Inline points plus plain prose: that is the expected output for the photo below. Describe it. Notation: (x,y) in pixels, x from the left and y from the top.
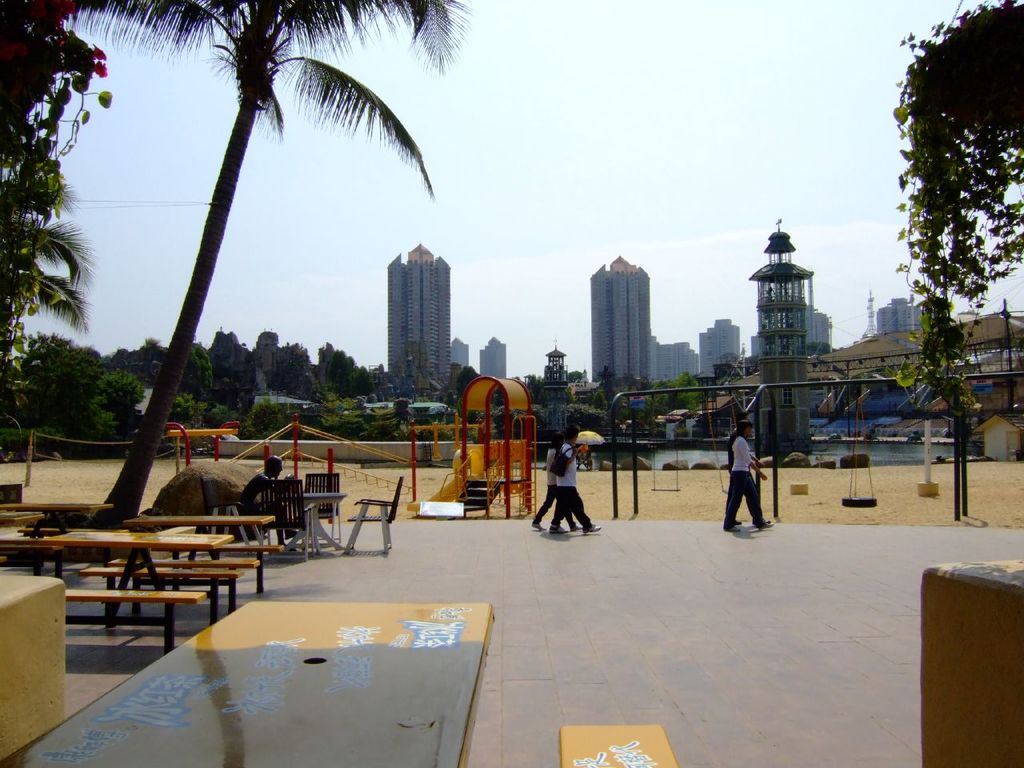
This image is inside of the city (139,650). At the back (630,327) there are buildings (594,299), at the left (4,100) and at the right (980,75) there are trees (179,40). There are people (572,451) in the image. At the bottom (315,765) there is a table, at the left (222,568) there are benches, tables (179,534) and chairs (335,481), at the top (579,159) there is sky (666,77).
